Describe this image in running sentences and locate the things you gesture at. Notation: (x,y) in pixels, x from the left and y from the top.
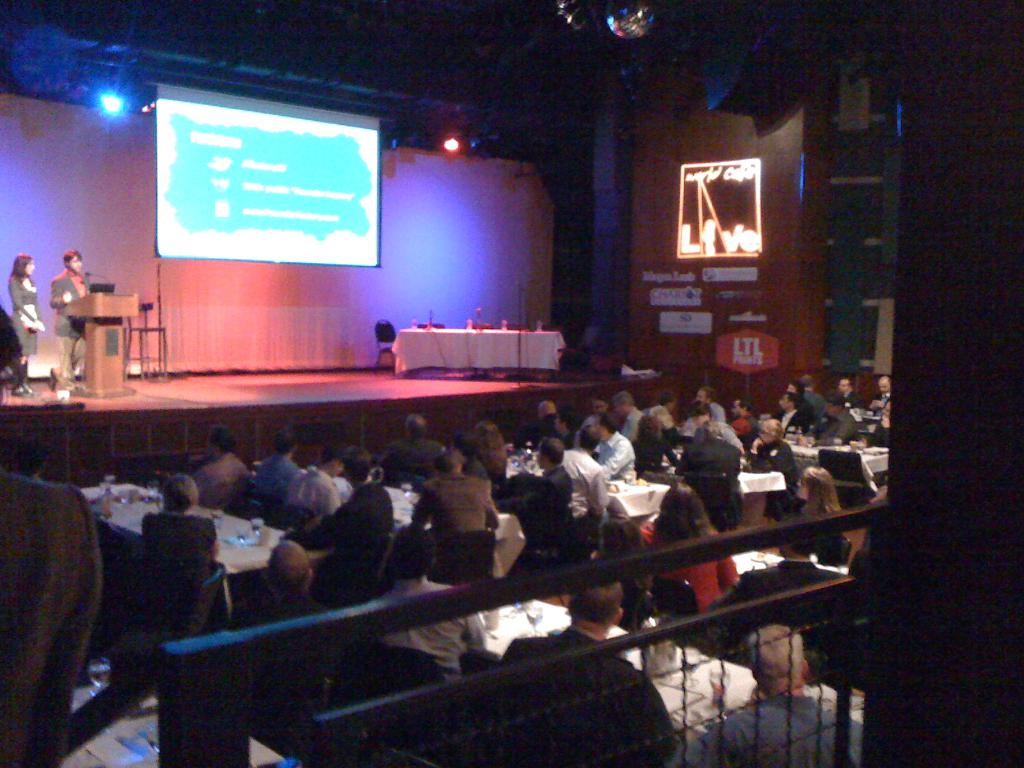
In this image I can see group of people (482,509) among them two are standing on the stage (161,376) and others are sitting on chairs (375,559) in front of tables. On the tables (516,631) I can see glasses (534,620) and other objects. On the stage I can see a podium (116,313), a projector screen (276,223), curtains (351,274), stage lights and other objects (425,357).
